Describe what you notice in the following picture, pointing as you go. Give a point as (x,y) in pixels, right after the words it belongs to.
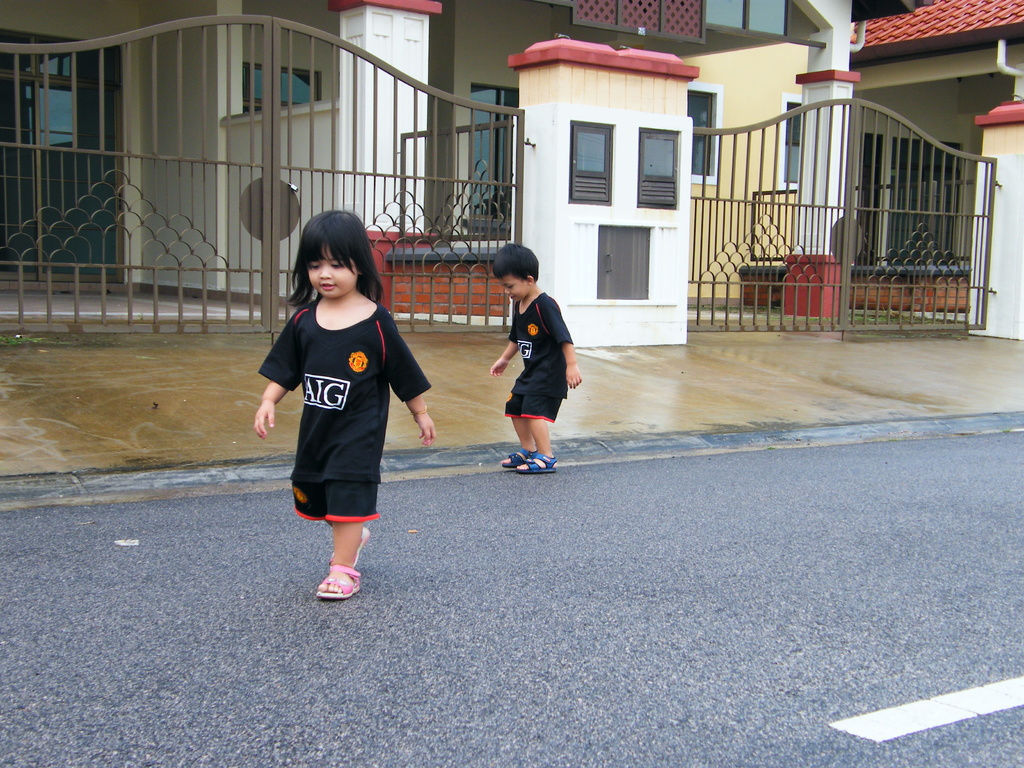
In this image I see a girl (387,368) and a boy (558,367) who are wearing same dress (410,371) and I see the road (456,548) on which there is a white line (903,719) over here. In the background (320,159) I see the houses (838,32) and I see the gates (838,234) and I see the windows (584,138).
